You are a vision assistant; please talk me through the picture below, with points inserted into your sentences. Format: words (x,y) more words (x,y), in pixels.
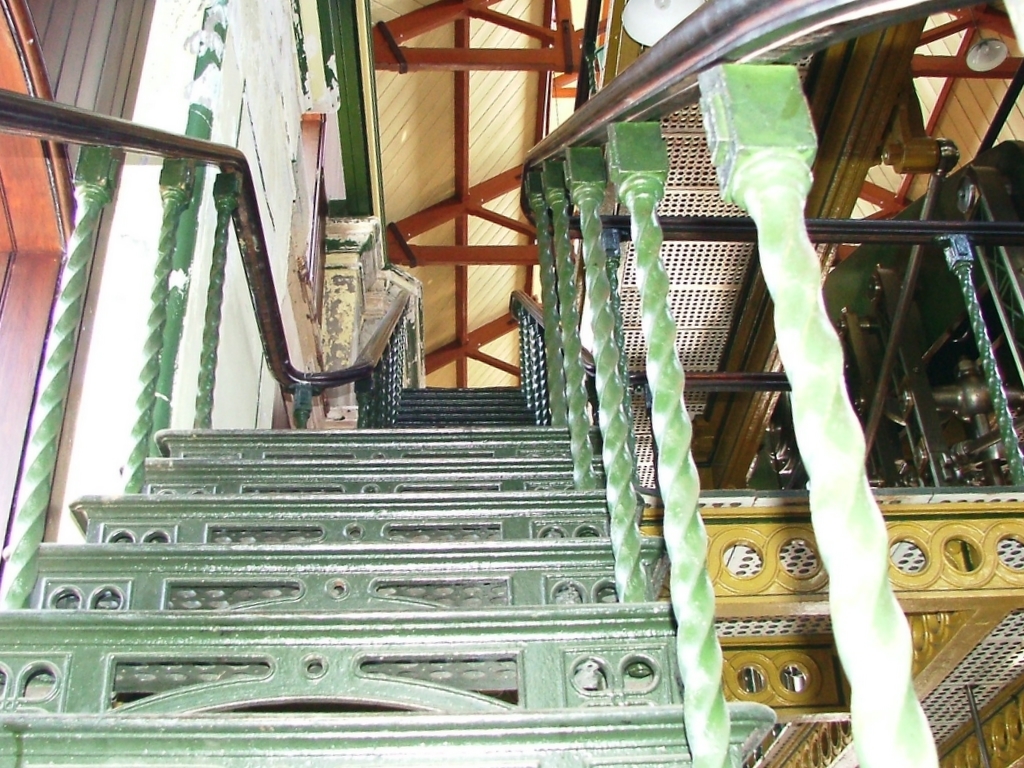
In this picture we can see stairs (494,597) here, we can see ceiling (488,89) at the top of the picture (529,49), there is a railing (612,369) here, on the left side (263,53) there is a wall (274,104).
